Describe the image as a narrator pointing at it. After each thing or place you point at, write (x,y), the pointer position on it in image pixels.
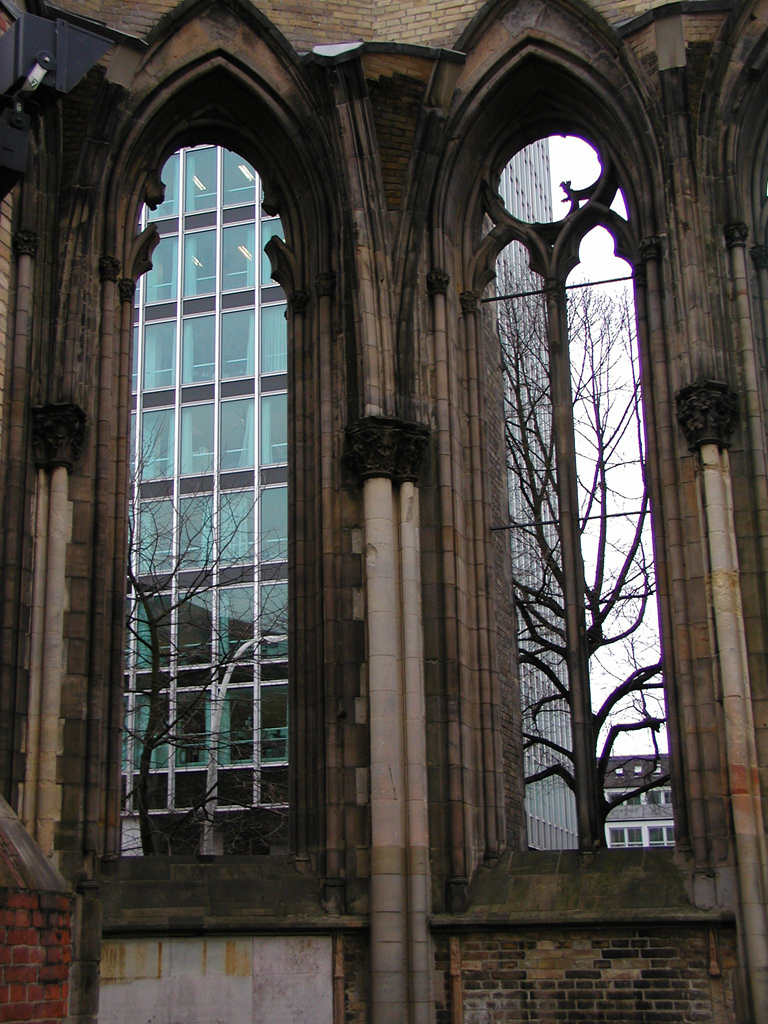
In this image I can see a building (375,249), windows (280,761), dry trees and brick wall (52,967). The sky (615,274) is in white color.
